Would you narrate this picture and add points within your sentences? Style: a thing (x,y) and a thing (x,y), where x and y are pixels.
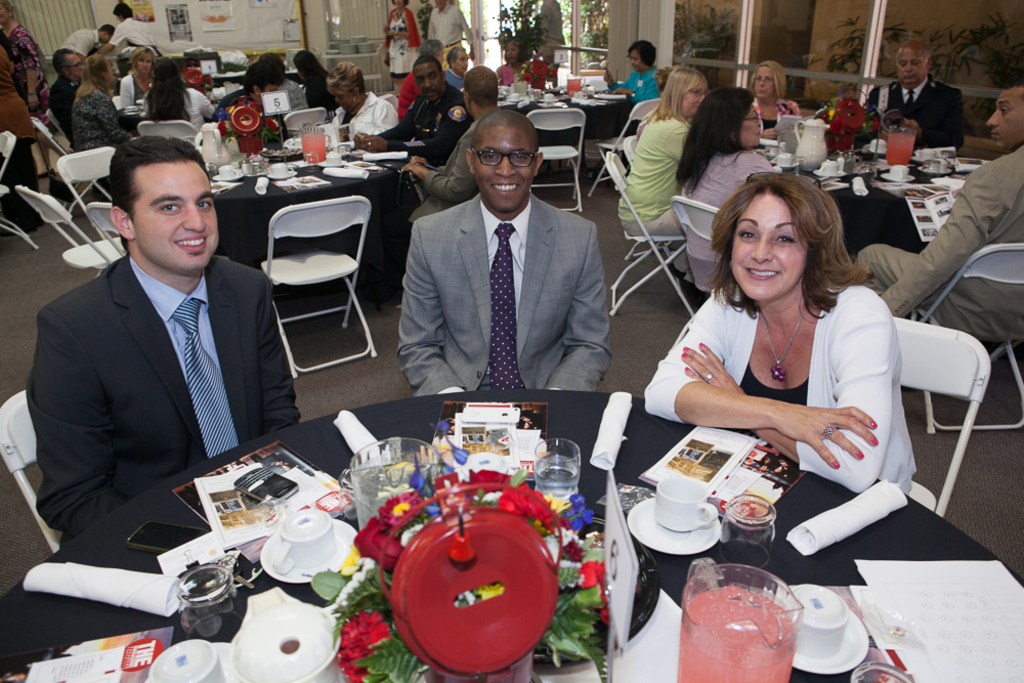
In this picture we can see a group of people (526,208) sitting on chair (89,161) and in front of them there is table (892,518) and on table (109,565) we can see jars (770,622), cup (822,598), saucer (813,668), paper (894,599), flower (387,500), mobile (260,477) and tissue paper (371,451) and in front (148,276) this three people (514,214) are smiling and in background (287,36) we can see wall (223,36) with posters (219,17), tree (842,43).
